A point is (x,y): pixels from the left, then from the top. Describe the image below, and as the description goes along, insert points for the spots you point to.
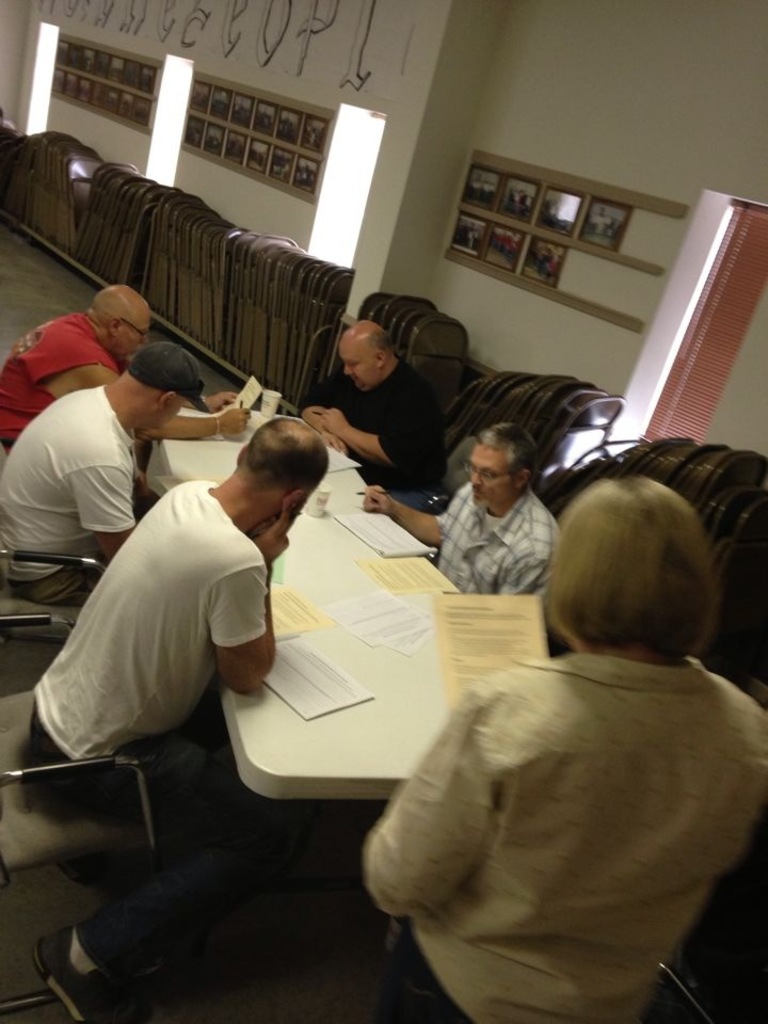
In this image, we can see a white color table (351,778), there are some people (32,542) sitting on the chairs (0,832) and we can see some papers (415,619) on the table (313,594), there is a person (576,761) standing and holding a paper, in the background (213,19) we can see a wall (61,111).
